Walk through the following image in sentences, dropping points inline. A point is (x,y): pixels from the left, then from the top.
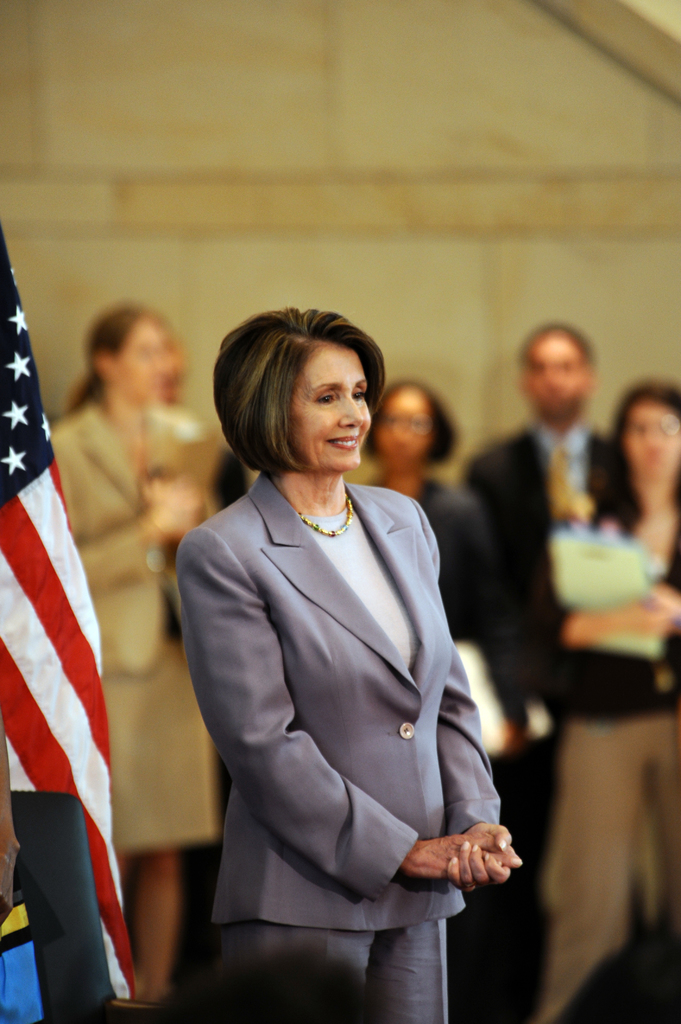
In this image it looks like a flag (52,618) on the left corner (80,700). There is a person (325,827) standing in the foreground (345,778). There are people (629,453) standing and it looks like a wall (435,181) in the background (422,168).
